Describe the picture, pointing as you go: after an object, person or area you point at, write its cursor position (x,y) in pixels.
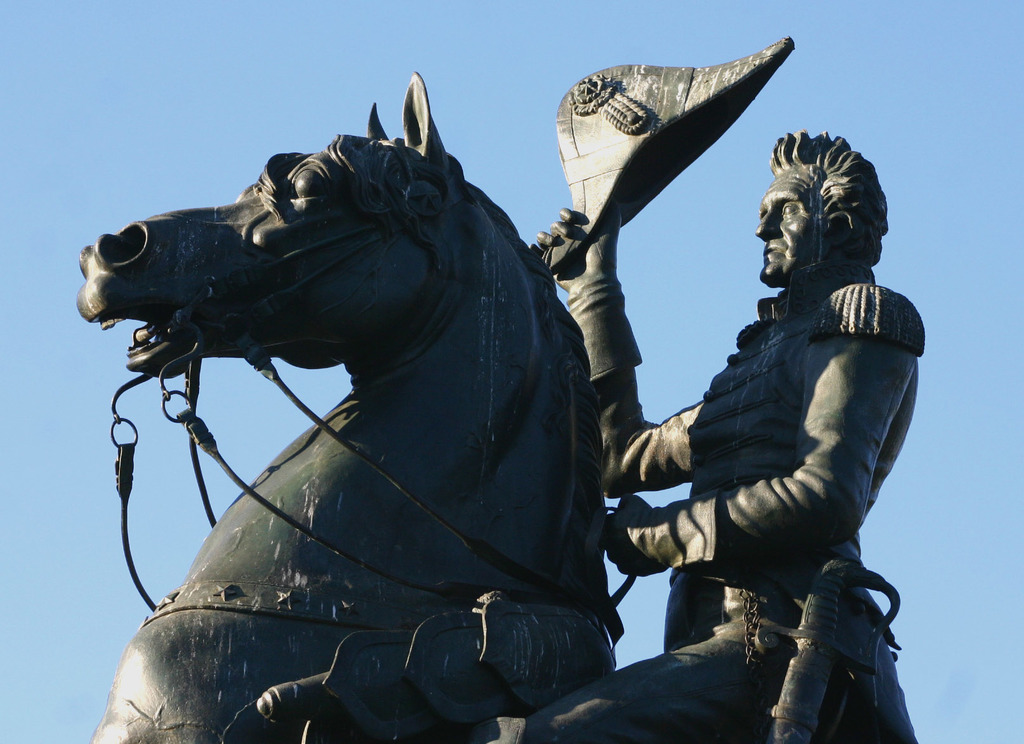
Here we can see a statue (155,705) of a horse (460,427) and a person (763,394) holding hat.
